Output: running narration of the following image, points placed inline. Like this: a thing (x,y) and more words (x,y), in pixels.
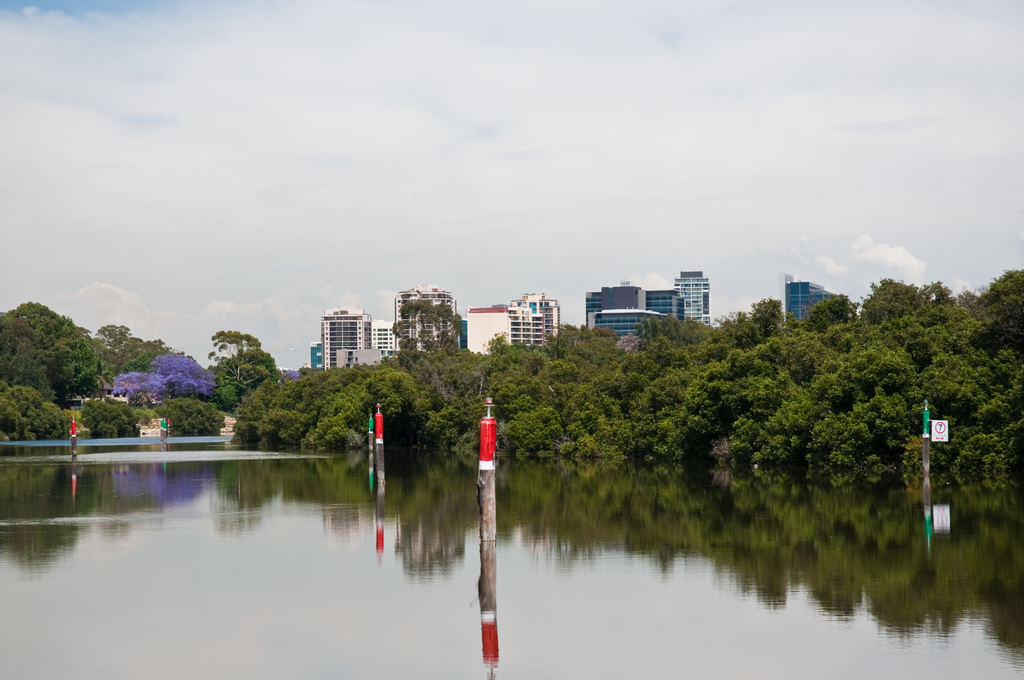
In this image, we can see buildings (477,349), trees (532,349), boards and there are poles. At the top (376,113), there is sky (478,305) and at the bottom (301,585), there is water (200,572).
